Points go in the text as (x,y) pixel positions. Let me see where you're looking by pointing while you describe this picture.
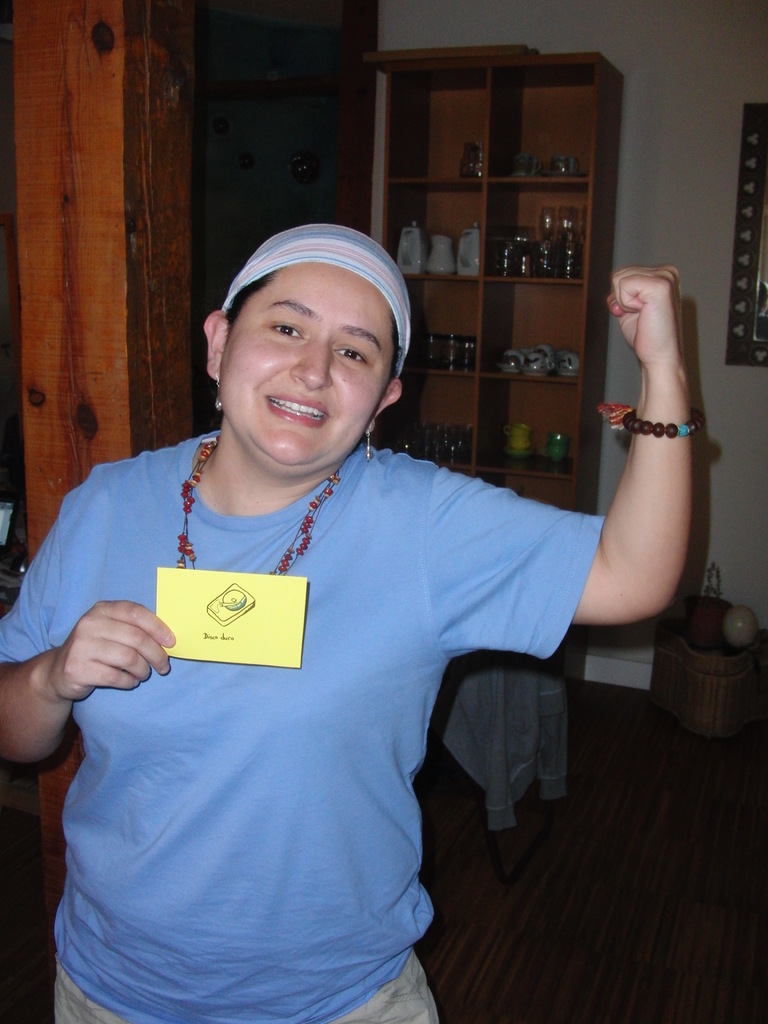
In the image I can see a person (328,738) who is wearing the cap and holding the card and behind there are some shelves (530,273) in which some things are placed.
